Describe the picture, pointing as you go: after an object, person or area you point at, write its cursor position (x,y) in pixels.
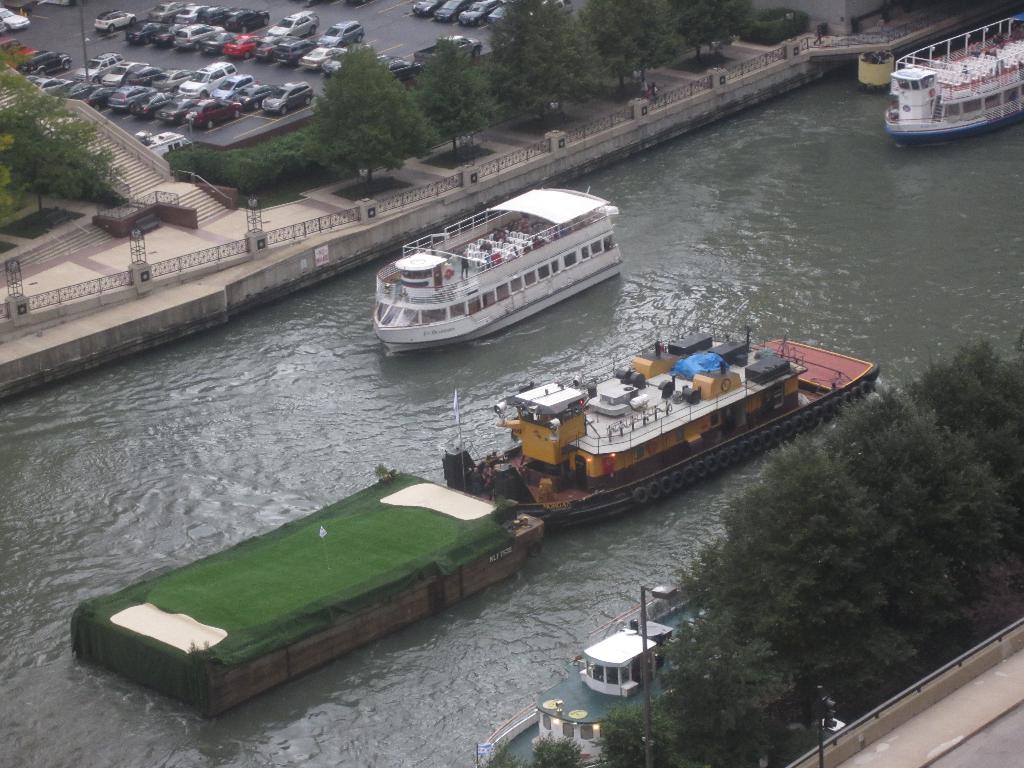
In this picture we can see boats (450,315) on water (406,357) and in the background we can see trees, vehicles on the ground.
